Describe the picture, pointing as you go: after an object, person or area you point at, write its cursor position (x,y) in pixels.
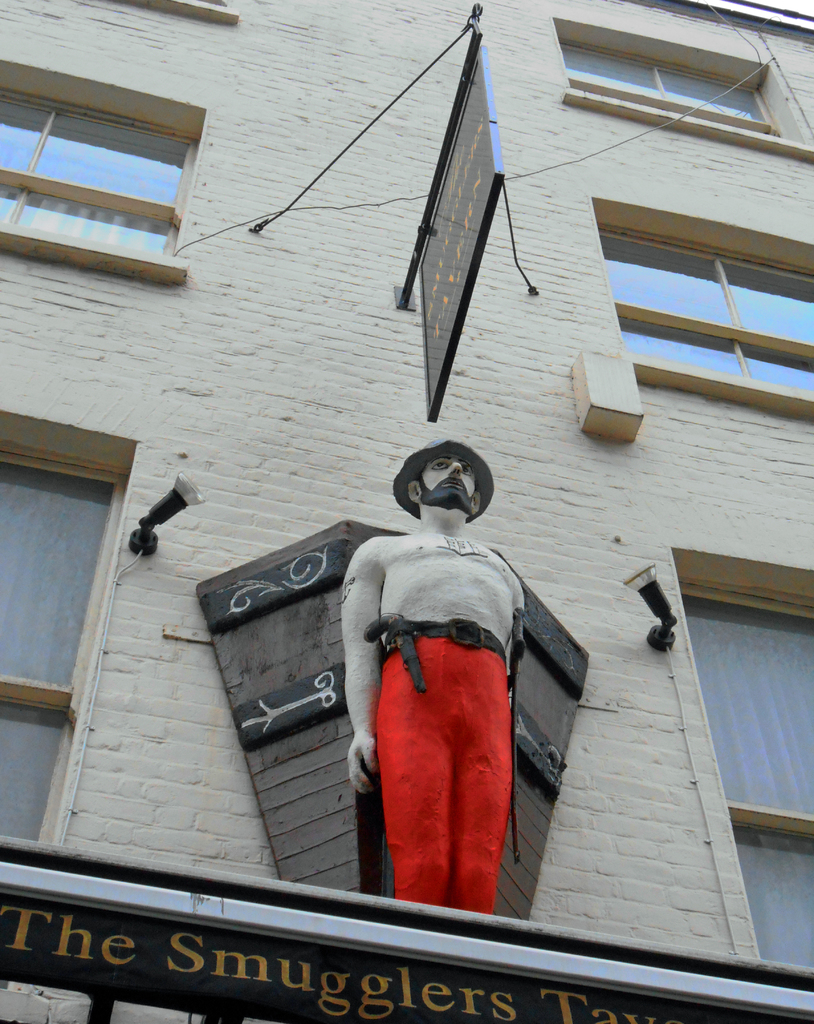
In this picture I can see a building (35,478), few glass windows (777,742) and I can see a board (459,199) with some text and a statue (394,609), couple of lights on the wall (694,545) and I can see text (47,919) at bottom (339,976).
